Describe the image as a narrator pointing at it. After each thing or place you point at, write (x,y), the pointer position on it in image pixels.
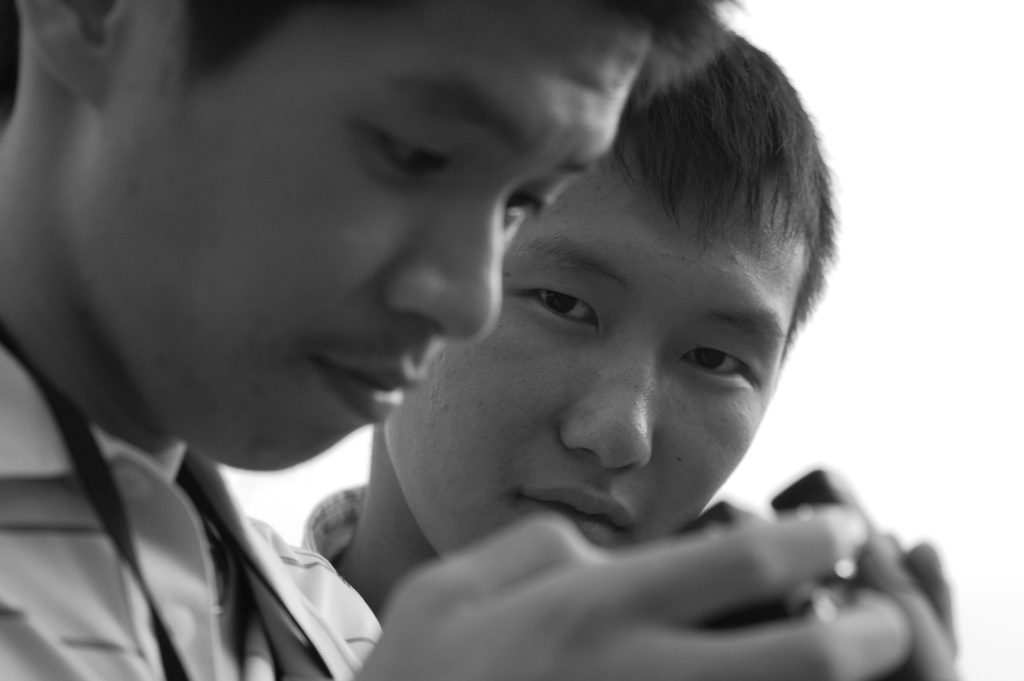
It is a black and white image, on the left side (214,303) a boy (289,382) is looking at this camera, beside him another boy (678,267) is looking at this side.
